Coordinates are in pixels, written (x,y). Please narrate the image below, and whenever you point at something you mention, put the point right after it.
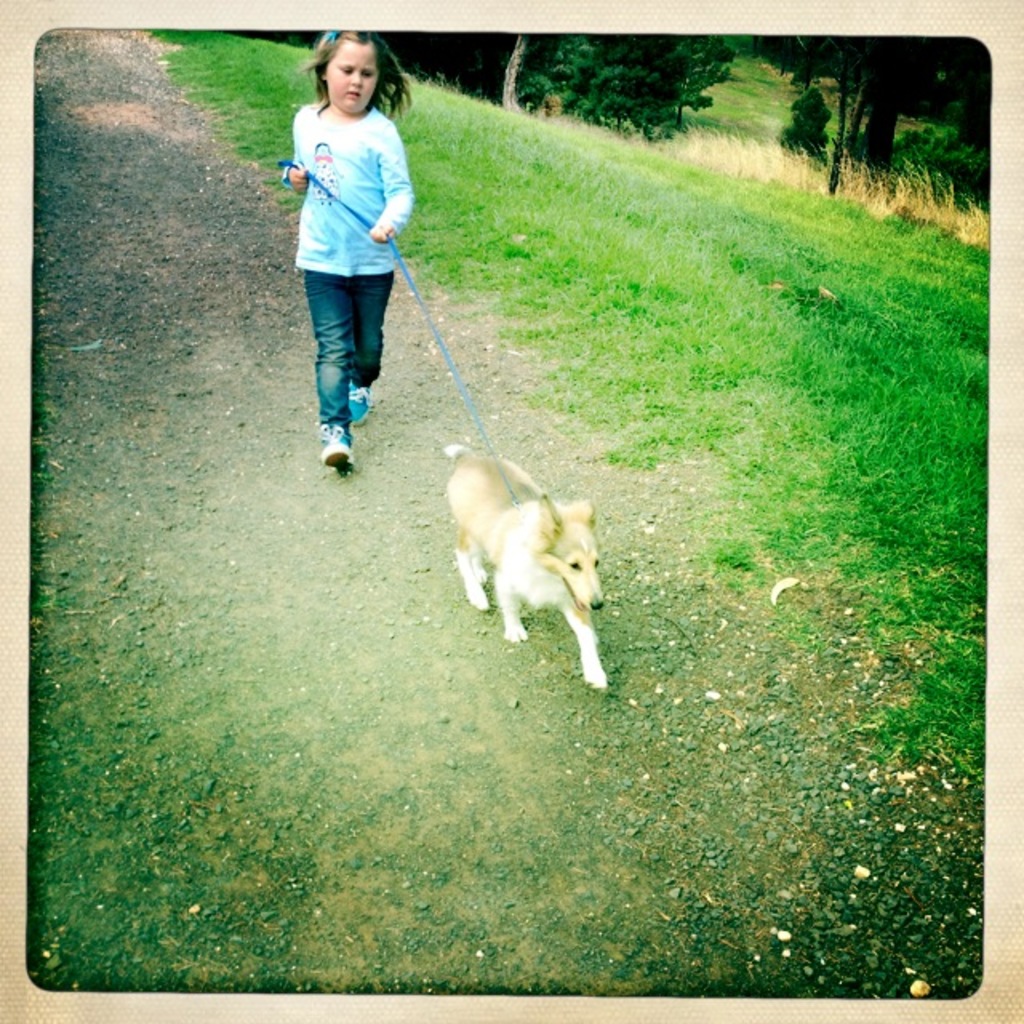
In this image there is a girl (350,227) running. She is holding a leash (361,217) in her hand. In front of her there is a dog (533,553) running. The leash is attached to the dog (557,586). Beside her there's grass (680,261) on the ground (722,287). At the top (574,99) there are trees (668,89).
